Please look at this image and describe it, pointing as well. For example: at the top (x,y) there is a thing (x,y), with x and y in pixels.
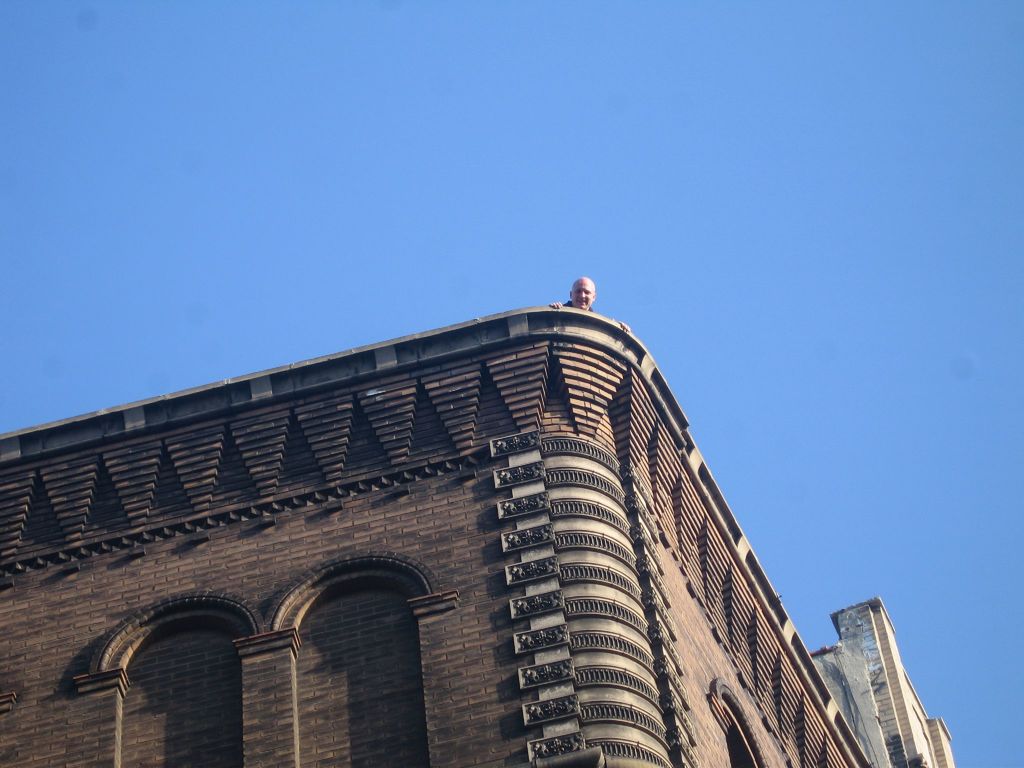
There is a person (594,297) on the top of the building (514,599) which is in brown color.
